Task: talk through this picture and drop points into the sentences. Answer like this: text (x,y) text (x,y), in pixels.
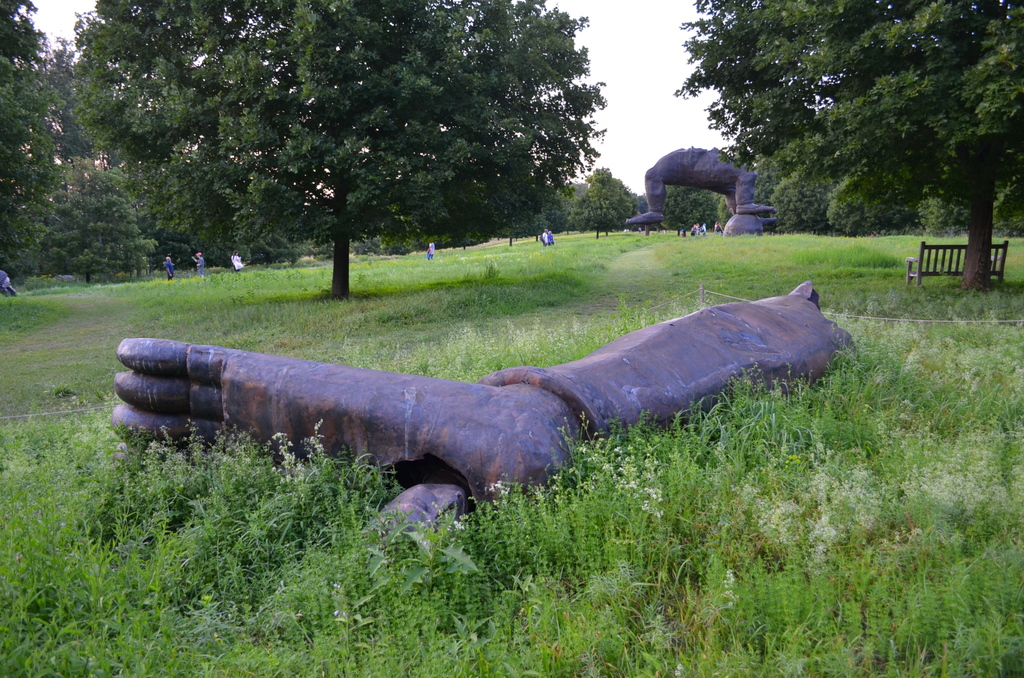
In the center of the image (611,355) there is a depiction of persons hand (146,356). At the bottom of the image (425,583) there are plants (668,641). In the background of the image (381,212) there are trees (424,203). There is sky (627,64). To the right side of the image (927,246) there is a bench (941,244).
